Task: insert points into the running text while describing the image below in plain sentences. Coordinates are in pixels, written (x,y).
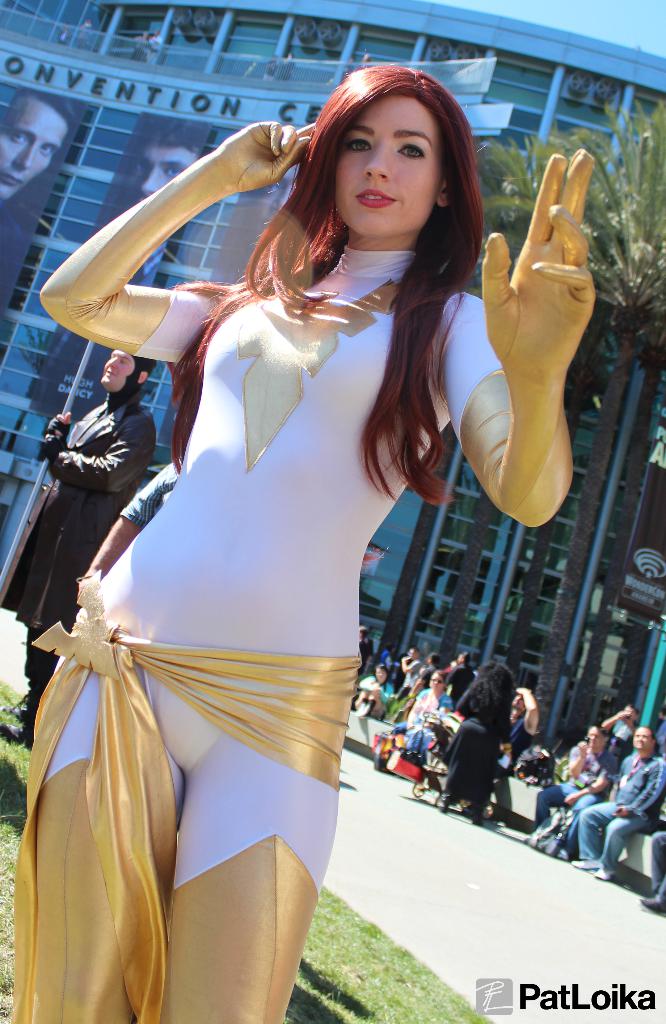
In this picture, there is a woman (232,345) wearing a white and gold dress (336,499). Towards the right (522,747), there are people (638,789) sitting on the bench (371,726). In the background (363,65), there is a building (220,204) and a tree (589,237).
